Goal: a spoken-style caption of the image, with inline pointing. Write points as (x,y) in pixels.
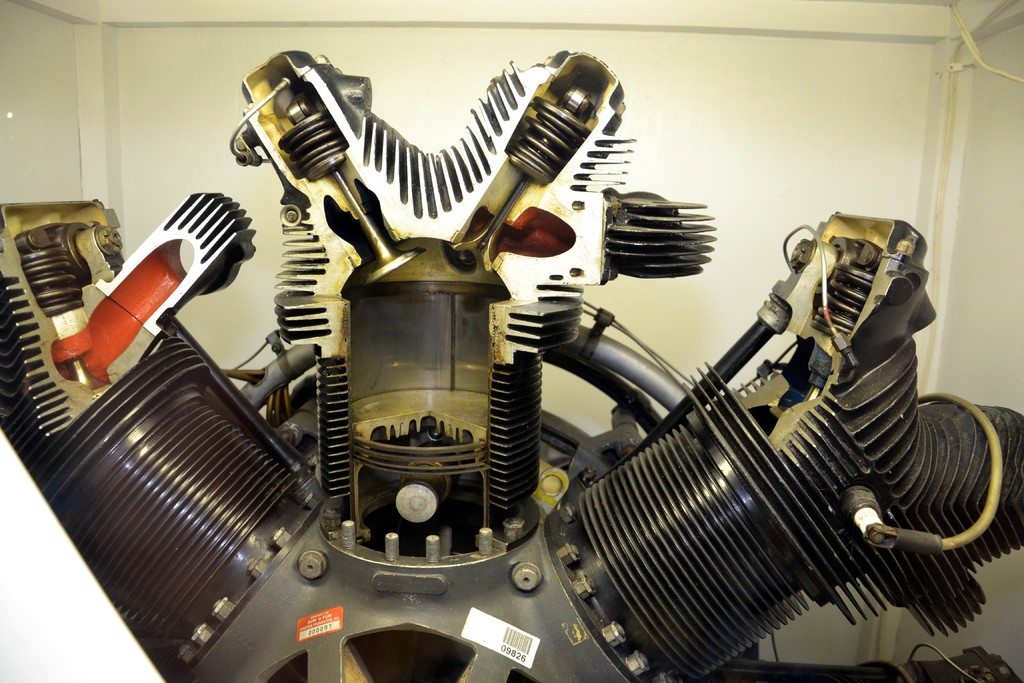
In this image I can see a machine tool (23,227). In the background (651,101) there is a wall (713,97).
